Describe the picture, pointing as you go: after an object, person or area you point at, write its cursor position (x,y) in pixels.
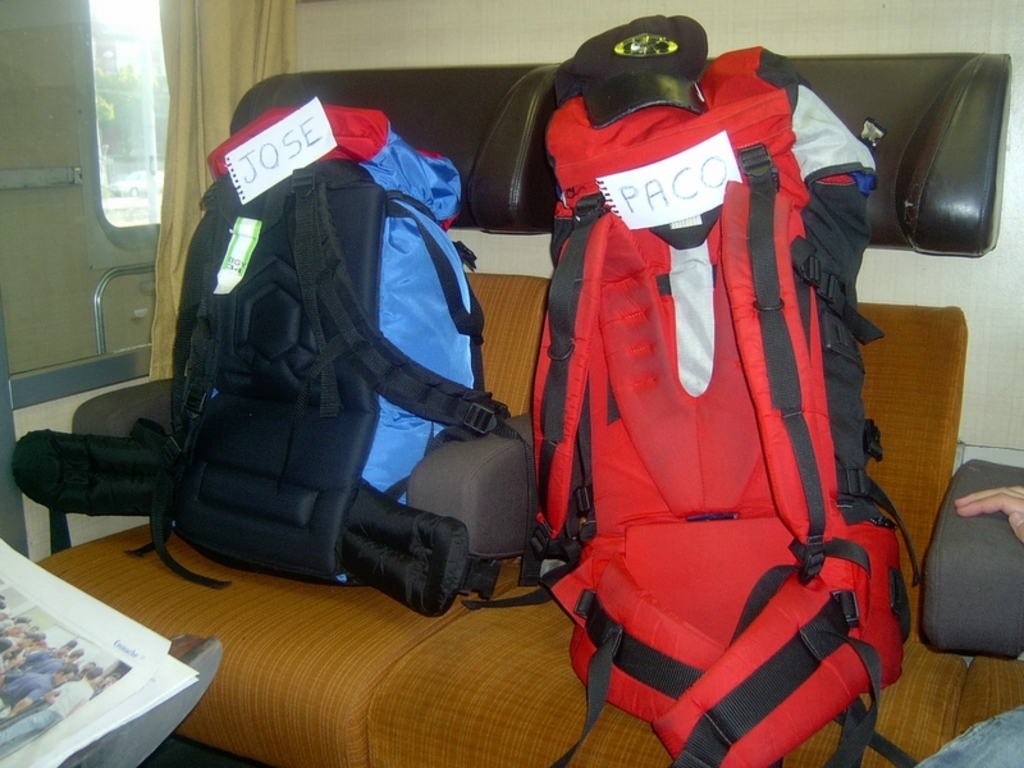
This is inside view picture of a vehicle (5,204). Here we can see a window (136,176) and a curtain (181,83). On the chair (925,371) we can see two backpacks (351,456) which is in red and blue black color. This is a newspaper (112,675). here we can see partial part of the human hand (1010,503) and leg (980,756).
